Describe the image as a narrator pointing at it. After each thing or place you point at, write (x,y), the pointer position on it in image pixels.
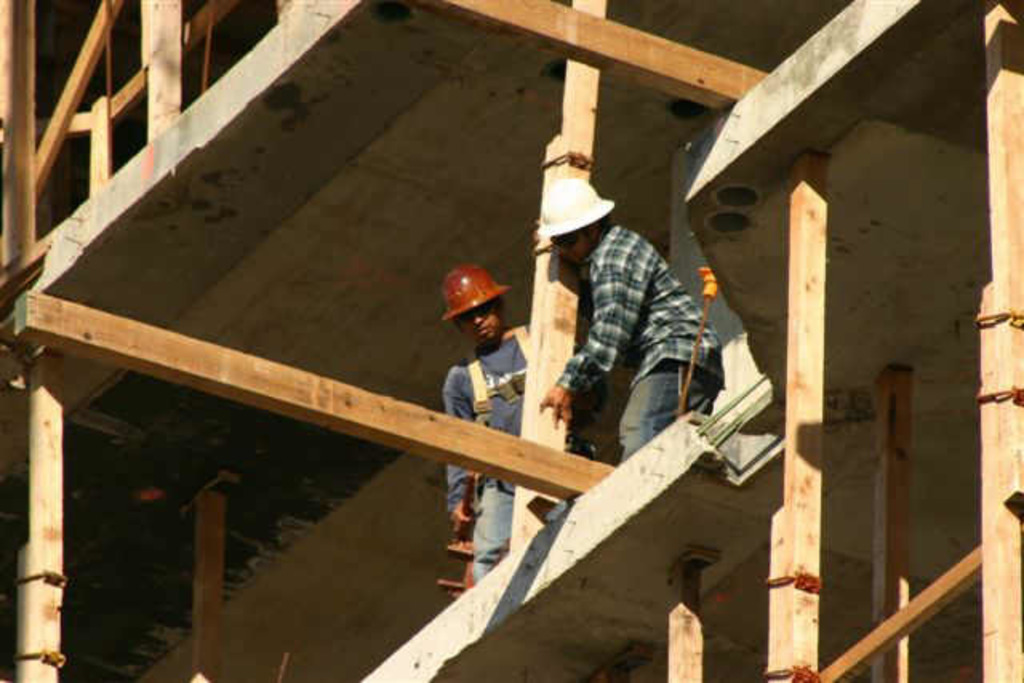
In this image we can see a building (553,428) which is under construction and two people (634,322) standing a person (604,322) holding the pillar (582,146) and another person (505,533) holding some object (466,546) in his hand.
